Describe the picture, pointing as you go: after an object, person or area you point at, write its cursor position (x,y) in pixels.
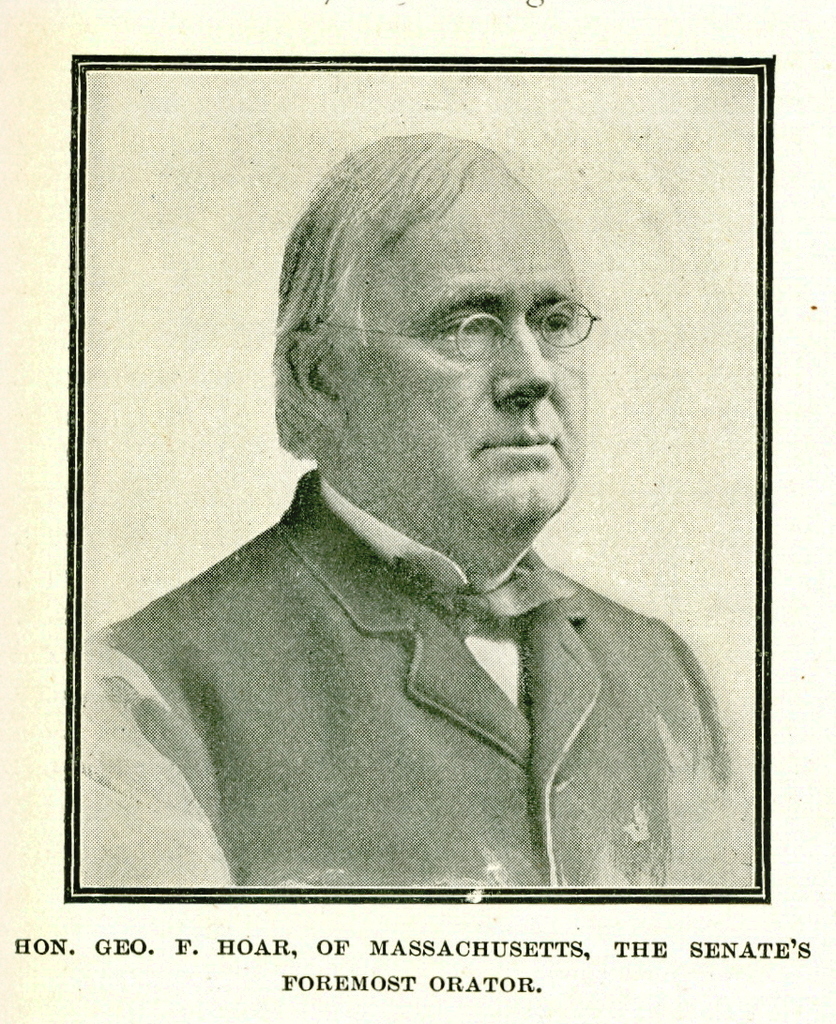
This is a poster and in this poster we can see a man (217,577) wore a spectacle (332,326) and below him we can see some text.
